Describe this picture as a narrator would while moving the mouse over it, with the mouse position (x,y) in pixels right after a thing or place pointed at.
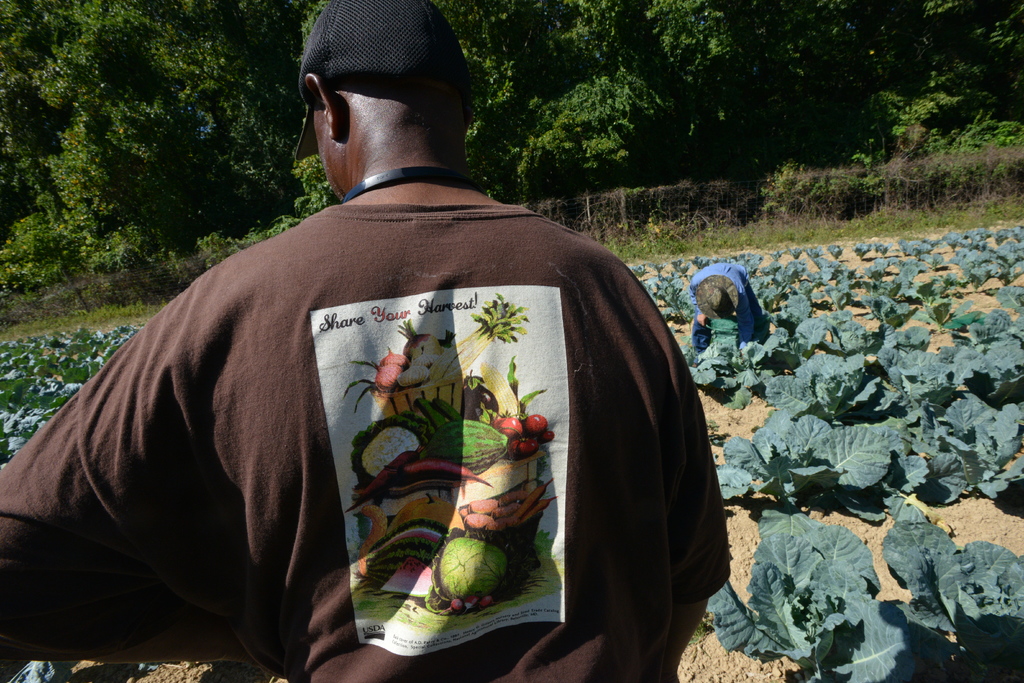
There is a person (396,246) wearing brown T-shirt (501,296) and there is a person (716,299) and few plants (771,391) in front of him and there are trees (582,80) in the background (198,93).
